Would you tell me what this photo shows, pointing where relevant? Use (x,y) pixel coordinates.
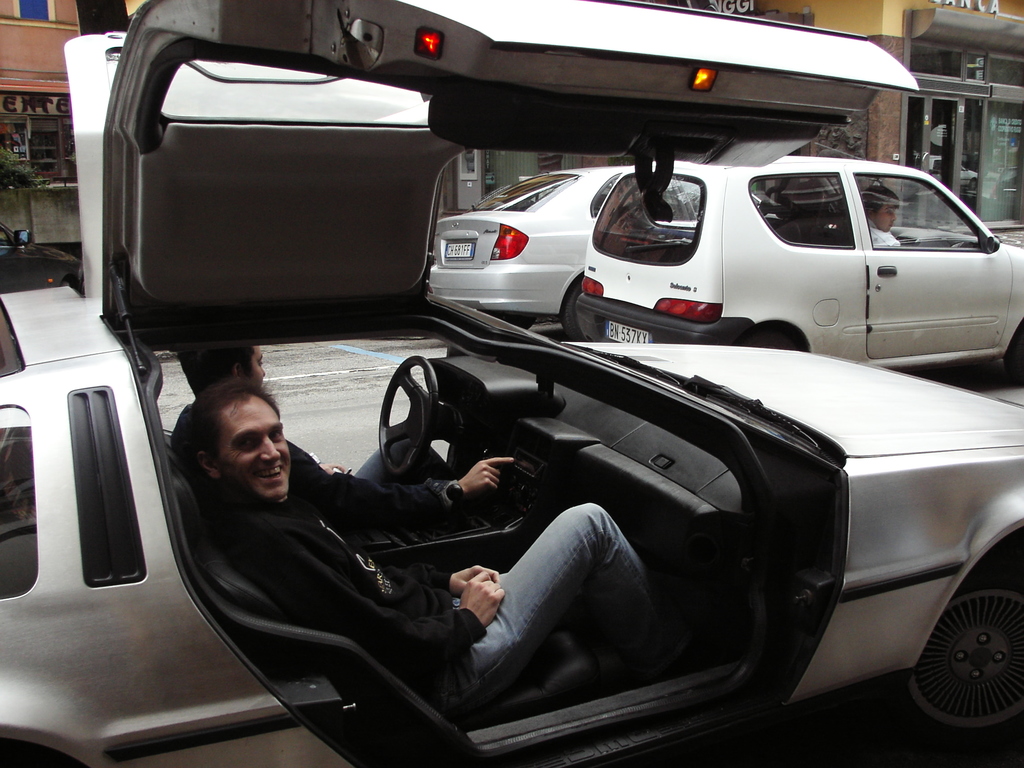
In the center of the image (560,409) we can see cars (799,273) and there are people (890,245) sitting in the cars (426,387). In the background (946,52) there are buildings (923,67).
